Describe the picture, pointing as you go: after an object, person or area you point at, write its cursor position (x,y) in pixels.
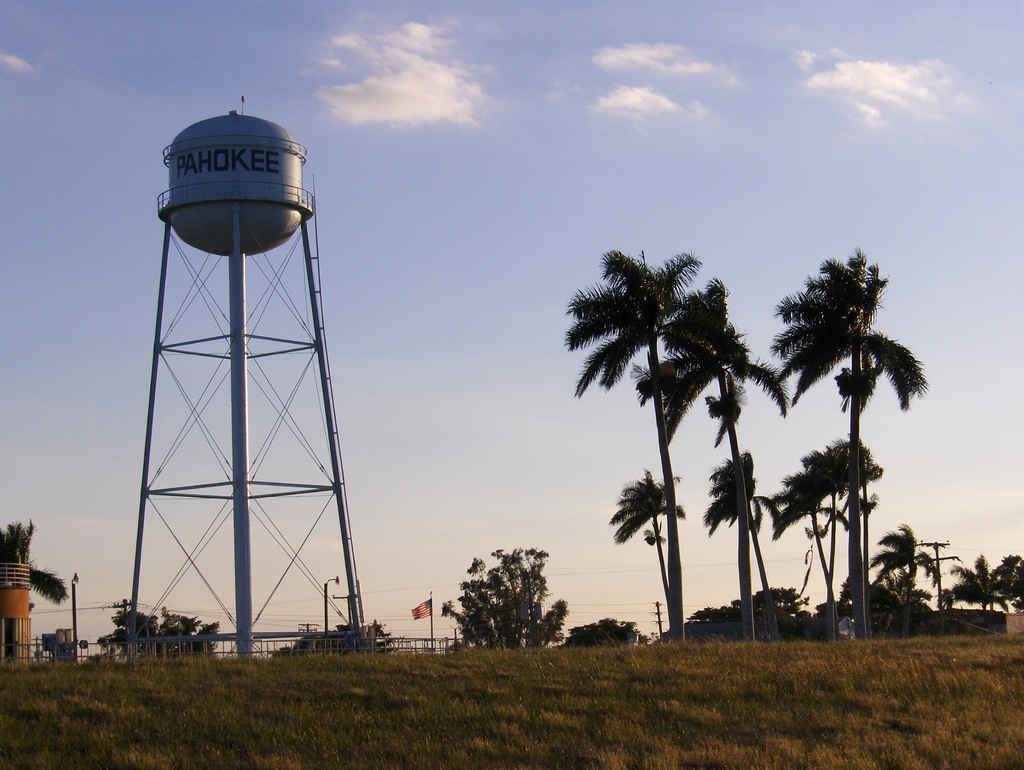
in this image we can see a tank (224,196) placed on a stand (240,644). To the left side of the image (21,623) we can see a building (3,631), a flag (432,611) on a pole (433,615), group of trees (491,635), poles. In the background (716,607) we can see the sky (470,131).
